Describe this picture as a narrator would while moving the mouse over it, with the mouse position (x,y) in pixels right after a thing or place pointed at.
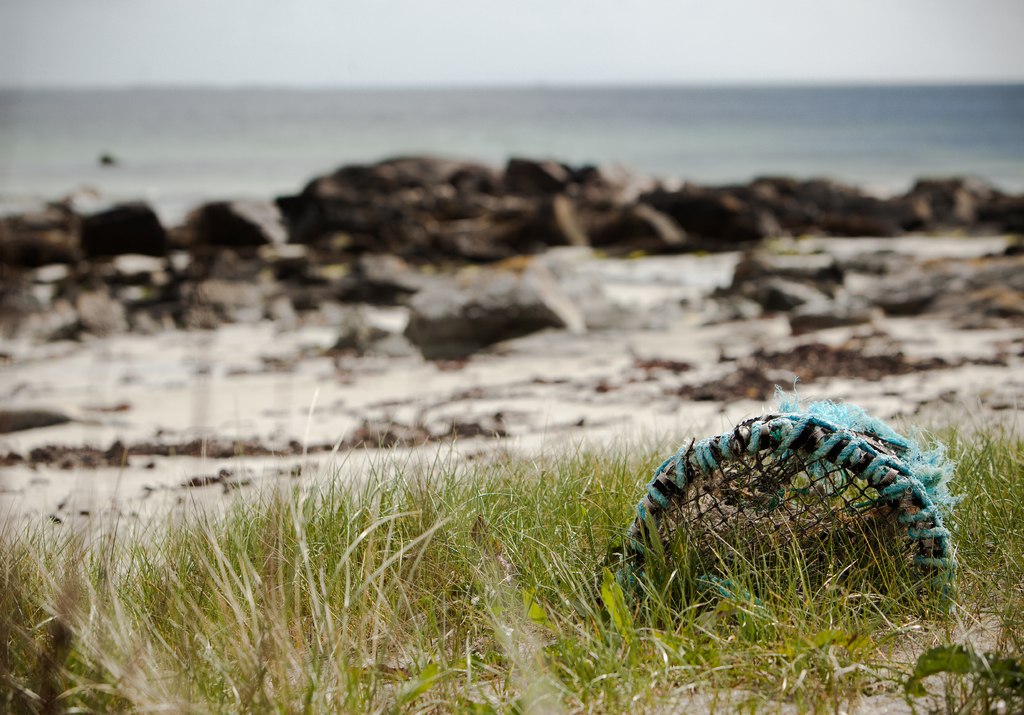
At the bottom of the image (499,568) there is grass (483,684). There is a basket (800,526). In the background of the image (461,116) there is water (389,136). There are stones (416,199). There is sky (406,71).
